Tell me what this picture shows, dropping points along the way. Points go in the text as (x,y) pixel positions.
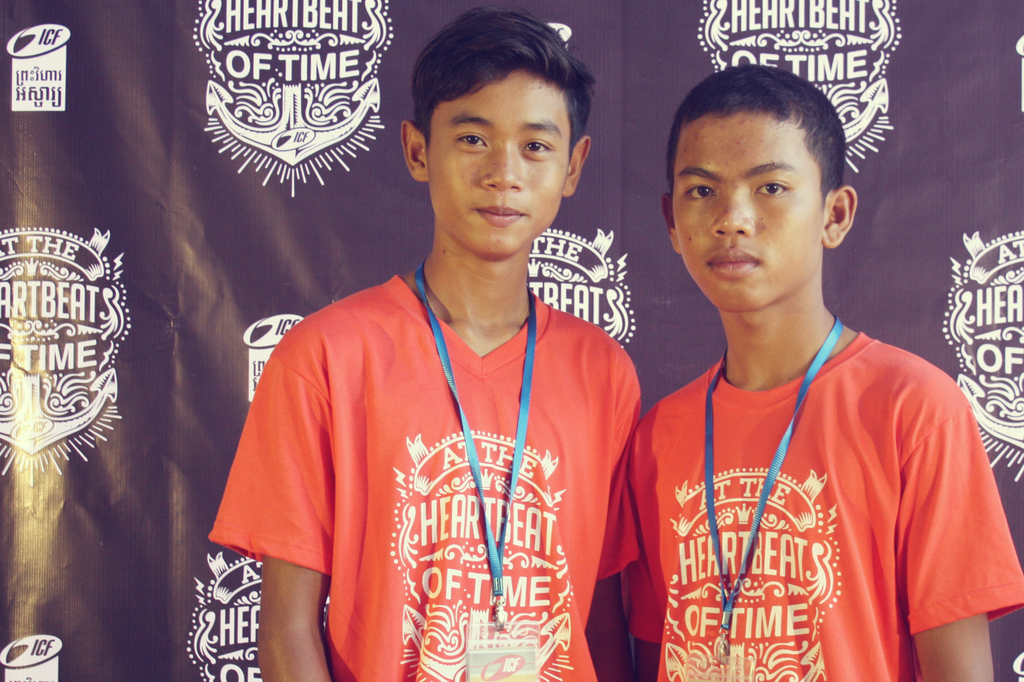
In this image we can see men (669,403) standing and there is a curtain (562,276) in the background (827,261).
